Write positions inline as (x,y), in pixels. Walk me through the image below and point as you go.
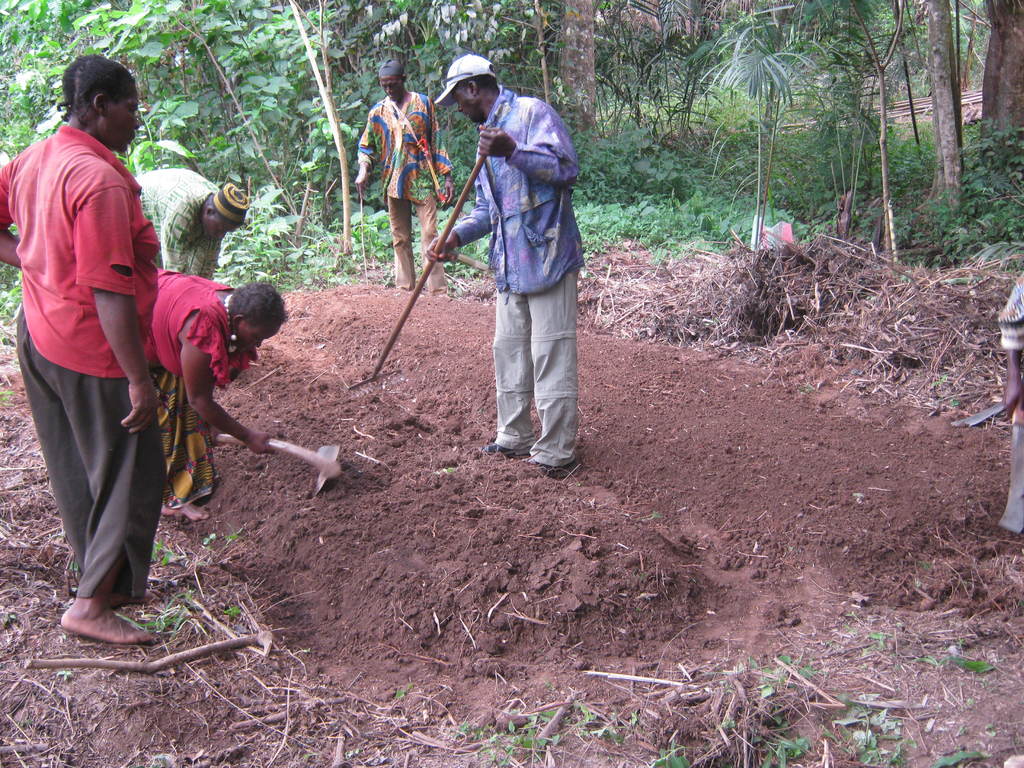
In this image I can see few people (202,252) are standing and I can see few of them are holding tools (459,211). I can also see two of them are wearing caps (235,209). In the background (618,115) I can see number of trees (758,100) and grass (725,193).
